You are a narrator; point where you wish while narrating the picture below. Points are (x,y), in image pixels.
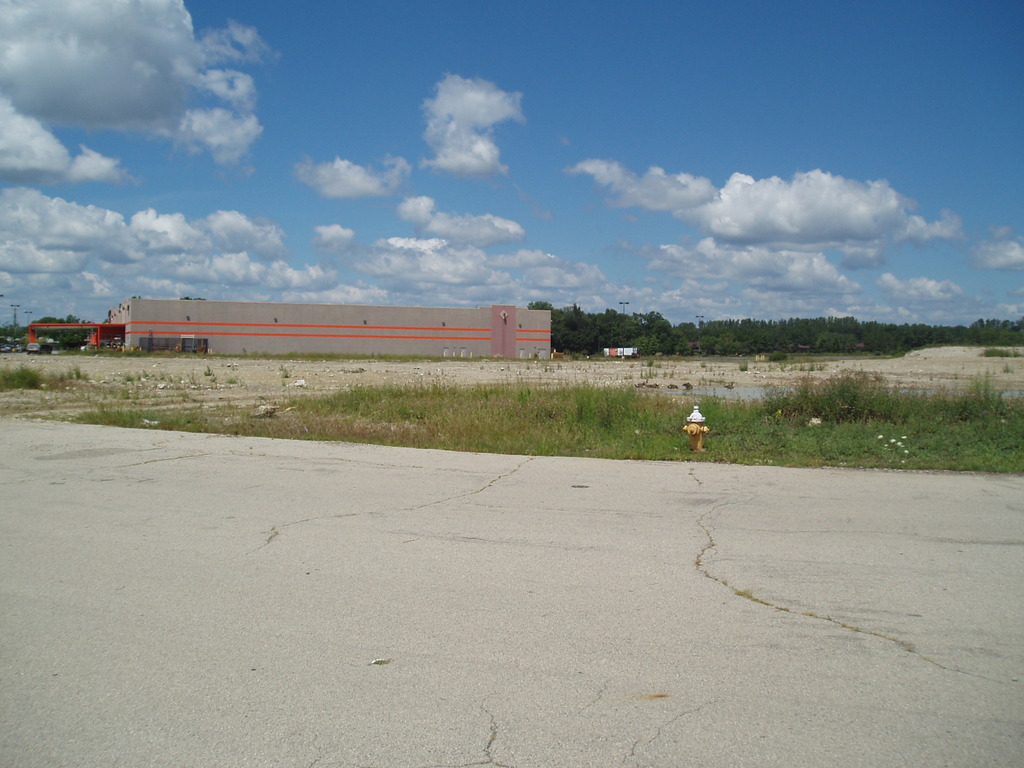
In this image we can see a road (439,536), building (530,321), grass (581,418), plants (829,422), trees (812,336), vehicles (16,345), sky (658,104) and clouds (63,103).
